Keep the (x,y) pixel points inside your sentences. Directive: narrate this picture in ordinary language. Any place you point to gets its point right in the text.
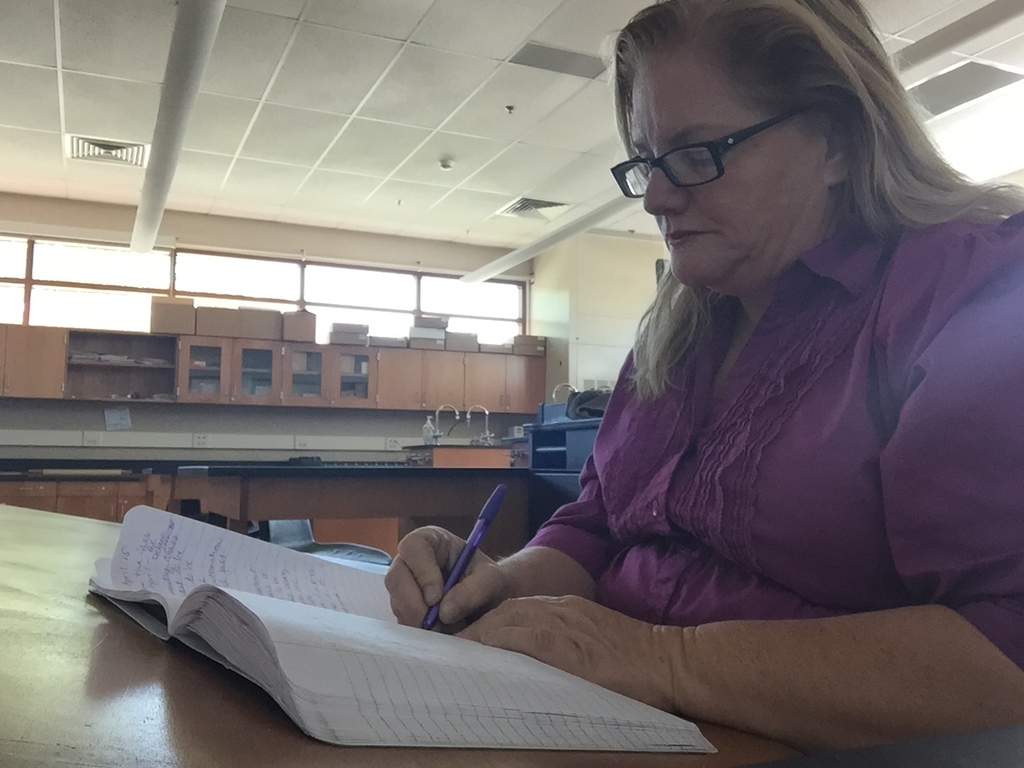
In the image there is a woman (556,572) and she is writing something on a book (297,578), behind the women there are cupboards (467,394), taps (456,422) and other things (276,508). In the background (406,299) there are windows (264,294).
